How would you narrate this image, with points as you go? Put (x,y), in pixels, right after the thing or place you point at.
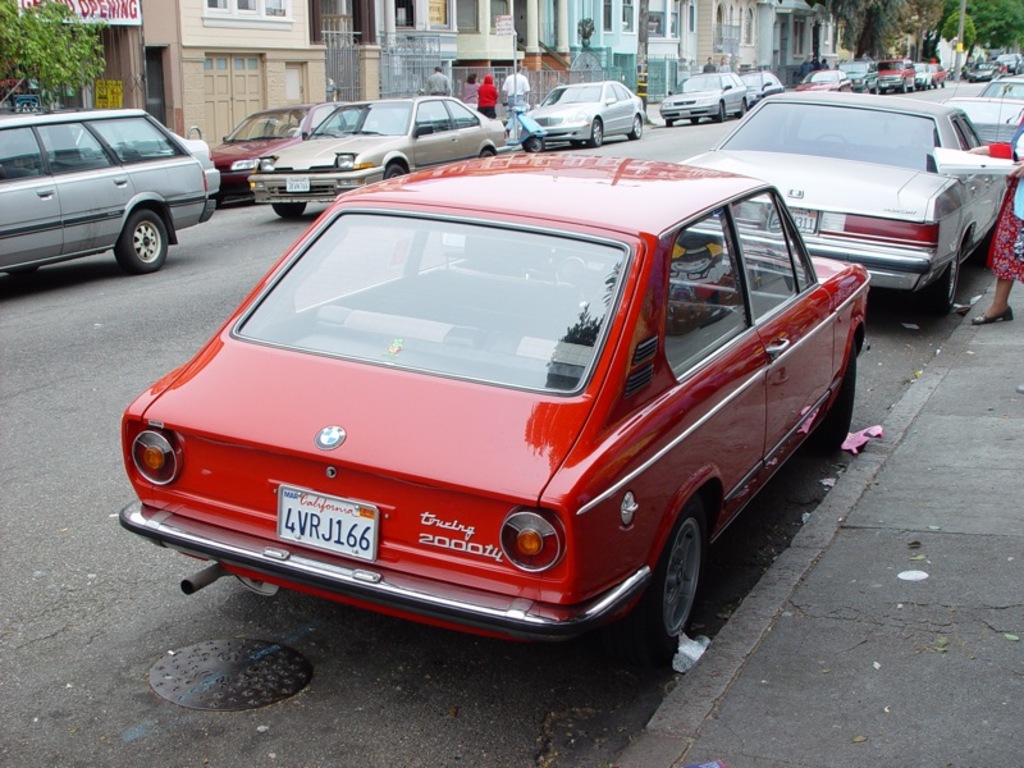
In this image, we can see so many vehicles (407,261) are parked on the road (280,749). On the right side of the image (975,538), there is a walkway (982,472). Here we can see a person (1013,245) holding some object (980,168). Top of the image (1023,46), we can see so many houses (700,62), trees (898,20), walls (538,63), grills (658,71), poles (647,62), banner (131,19) and few people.
